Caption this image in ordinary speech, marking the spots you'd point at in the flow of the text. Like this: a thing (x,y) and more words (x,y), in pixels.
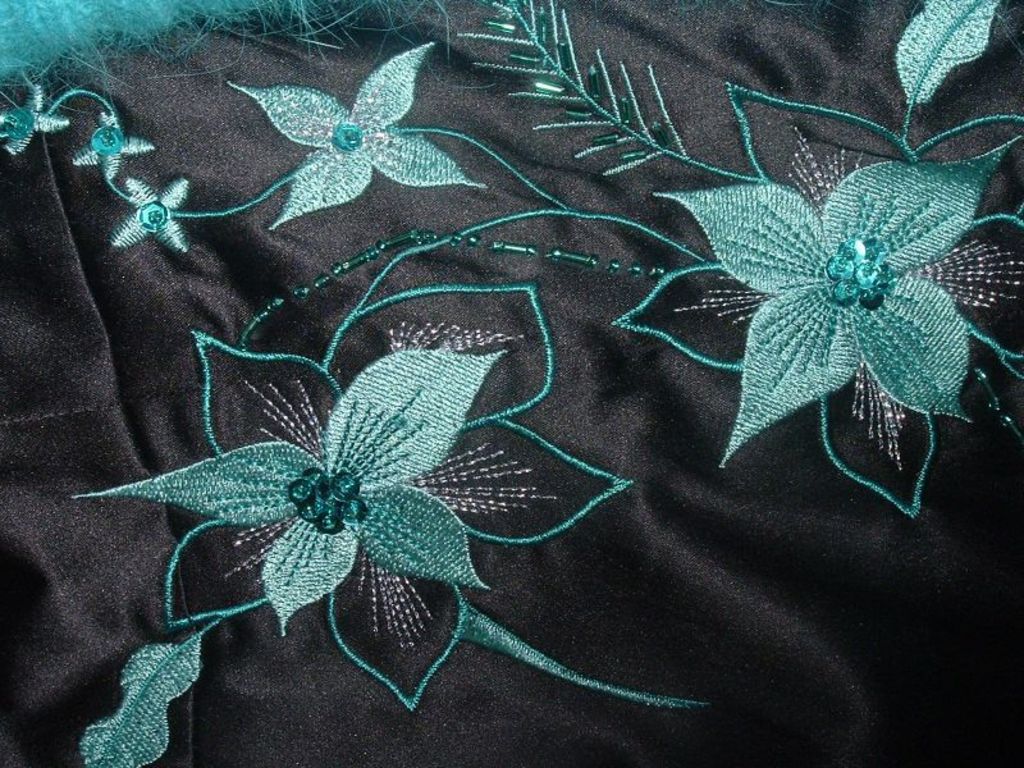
In the center of the image (500,267) there is cloth (467,501).
